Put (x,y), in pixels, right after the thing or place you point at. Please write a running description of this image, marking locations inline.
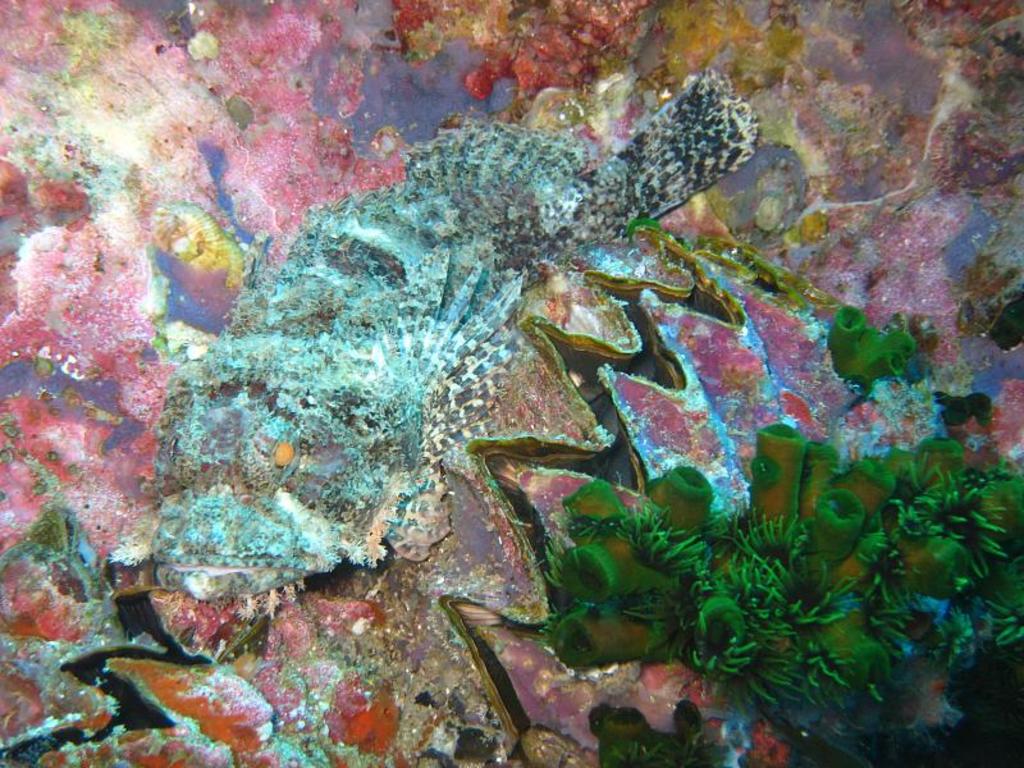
This image looks like a painting. There are some plants (607,486) on the right side (762,586).
